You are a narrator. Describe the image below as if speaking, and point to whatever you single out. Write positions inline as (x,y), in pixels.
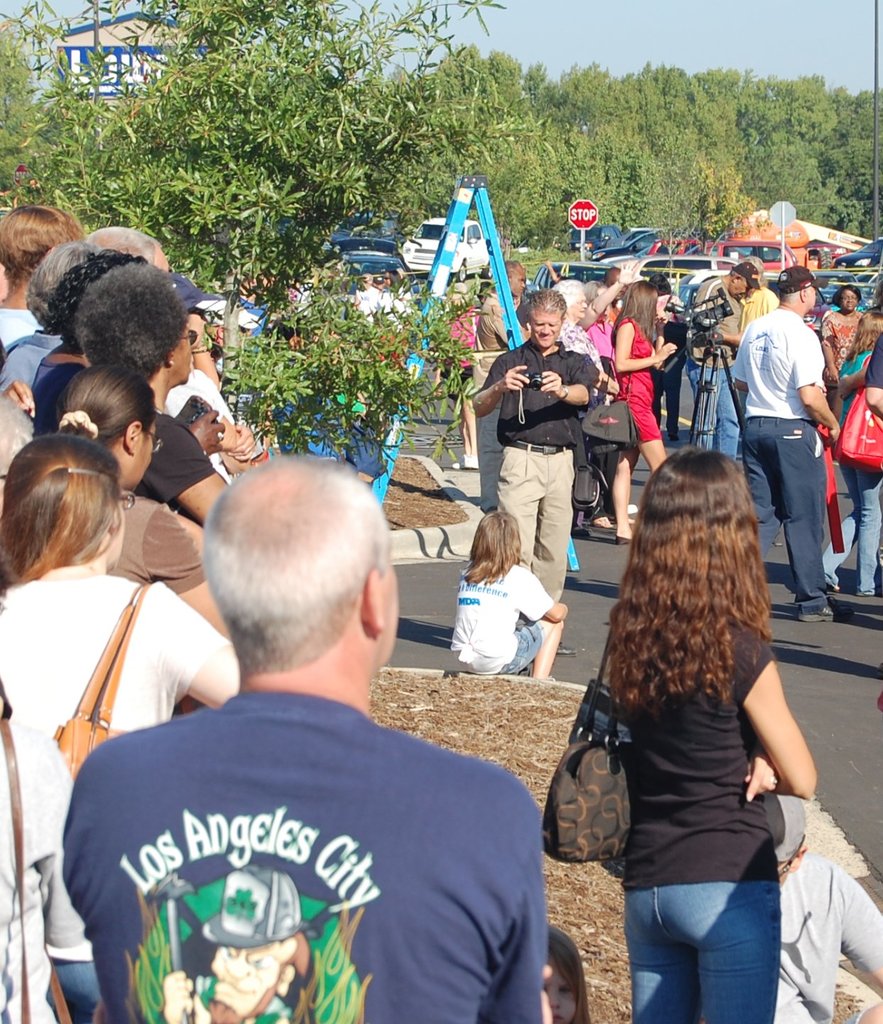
This picture is clicked outside. In the foreground (721,768) we can see the group of people (743,818) seems to be standing on the ground (845,664) and there is a person (551,348) wearing black color shirt (561,376), standing on the ground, holding a camera (534,381) and seems to be clicking the picture of a kid (464,597). In the background (435,247) we can see the group of vehicles (425,251) and the boards (586,209) attached to the poles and we can see a blue color object (502,289) seems to be the ladder (440,267) and we can see the sky (735,63), trees (627,169) and many other objects (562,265).
